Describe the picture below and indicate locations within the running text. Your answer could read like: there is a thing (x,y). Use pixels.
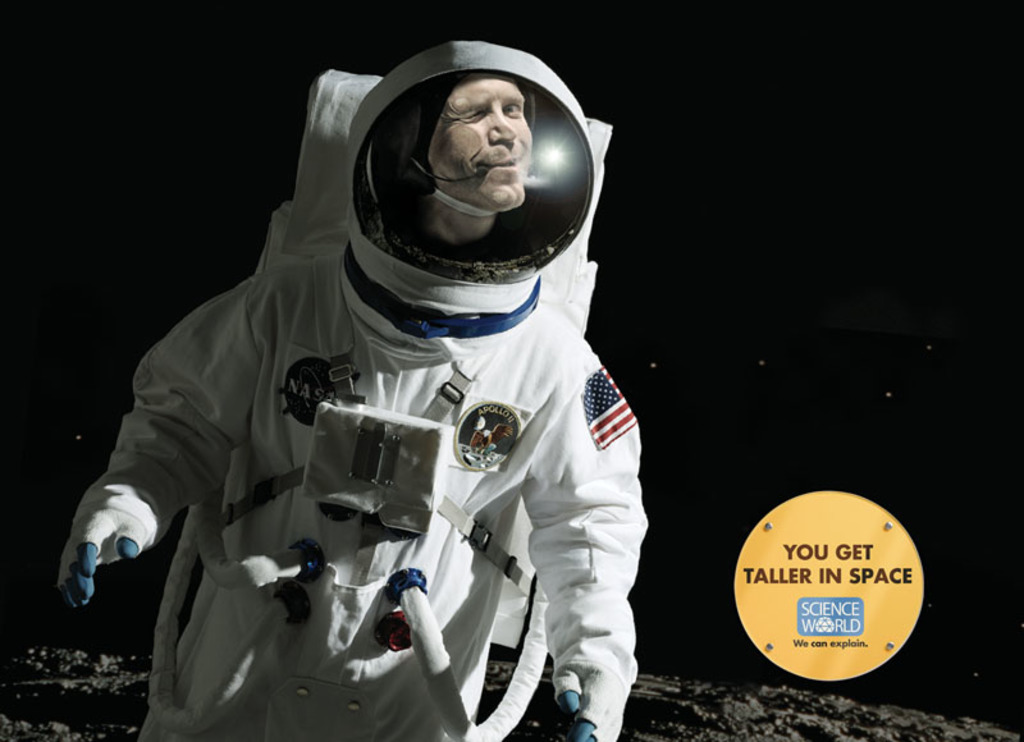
In the foreground of this edited image, there is a man (331,508) wearing space suit (308,548). At the bottom (775,719), there is rough surface (802,730) and we can also see a water mark (736,589) and there is a dark background (695,215).
